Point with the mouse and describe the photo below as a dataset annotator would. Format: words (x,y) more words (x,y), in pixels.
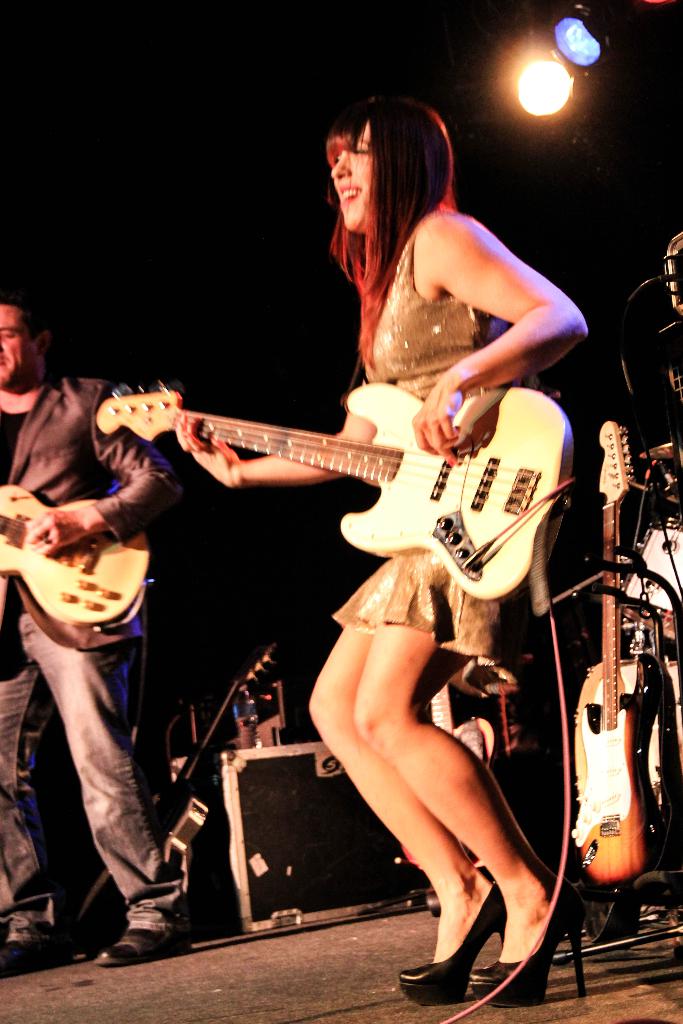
in the picture there is a woman (472,354) and man (80,694) holding a guitar (280,451) and playing there is a light (552,97) above them.
